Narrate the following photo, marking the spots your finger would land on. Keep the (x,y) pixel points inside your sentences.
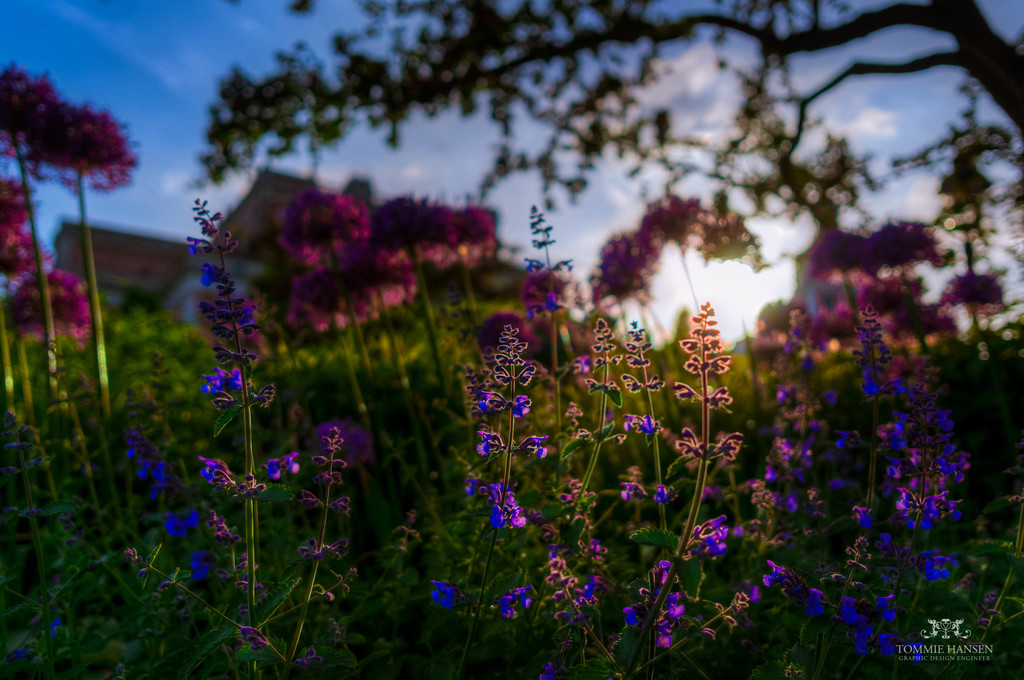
In this image we can see a group of plants (493,488) and flowers (219,320). Behind the plants (228,333) we can see a building (174,259). In the top right (920,25), we can see a tree (1015,99). At the top (252,59) we can see the sky (351,137). In the bottom right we can see the text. The background of the image (845,274) is blurred.
